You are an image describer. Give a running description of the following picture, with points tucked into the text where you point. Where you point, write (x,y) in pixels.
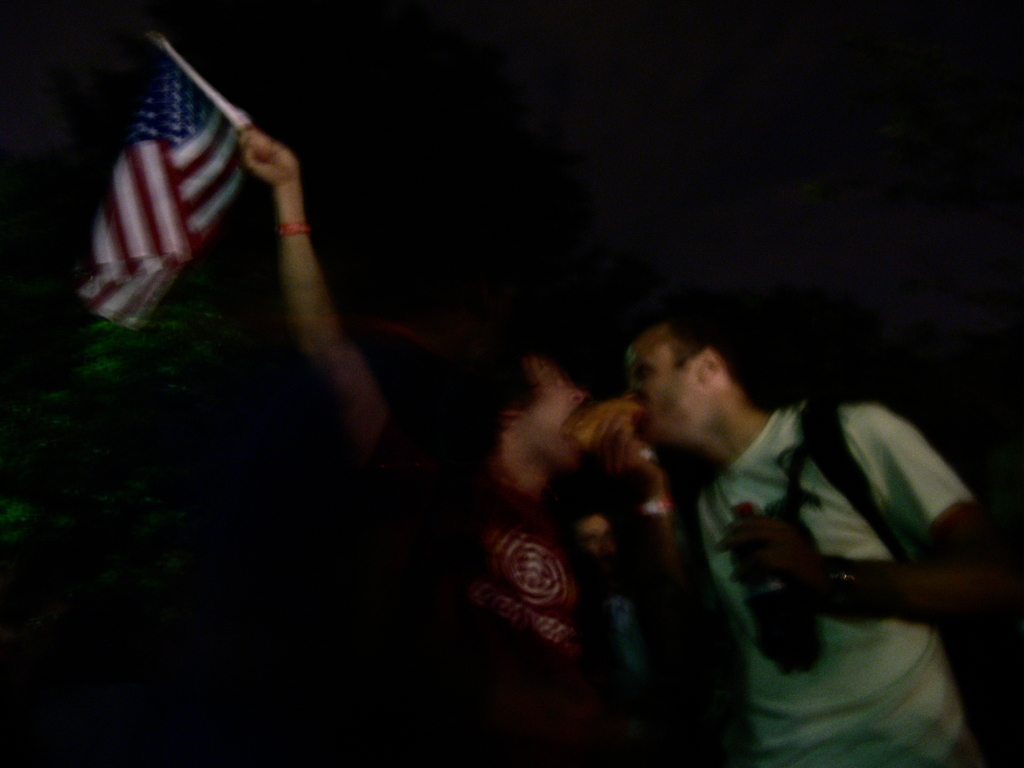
The picture is blurred. In the foreground of the picture (717,450) there are men (662,571). On the right (786,502) the person (757,682) is wearing a backpack (824,449) and holding a bottle (777,607). On the left (212,182) the person (422,474) is holding a flag (159,193). In the background (167,340) towards left (175,495) there is a tree (128,462). The background (13,378) is dark.
